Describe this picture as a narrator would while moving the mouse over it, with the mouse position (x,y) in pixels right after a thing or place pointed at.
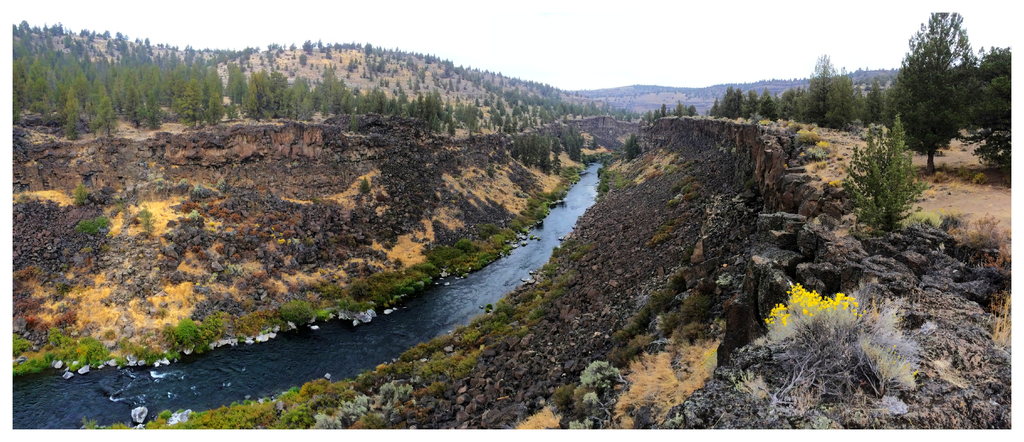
We can see water (353,349), plants (817,330), flowers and trees (28,97). In the background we can see hills (94,45) and sky (785,64).
